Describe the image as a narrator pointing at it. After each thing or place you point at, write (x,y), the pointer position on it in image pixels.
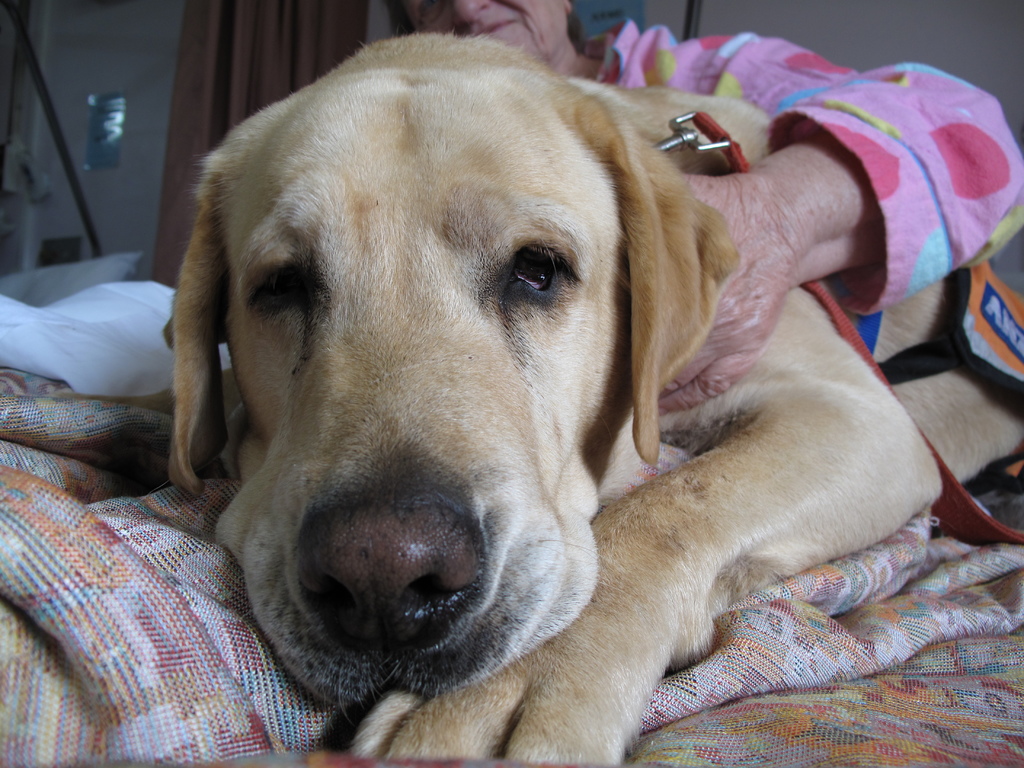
In this image, we can see an old woman (860,261) holding a dog (510,529). In the background (876,8), we can see the wall (920,0) and a curtain (247,33).
